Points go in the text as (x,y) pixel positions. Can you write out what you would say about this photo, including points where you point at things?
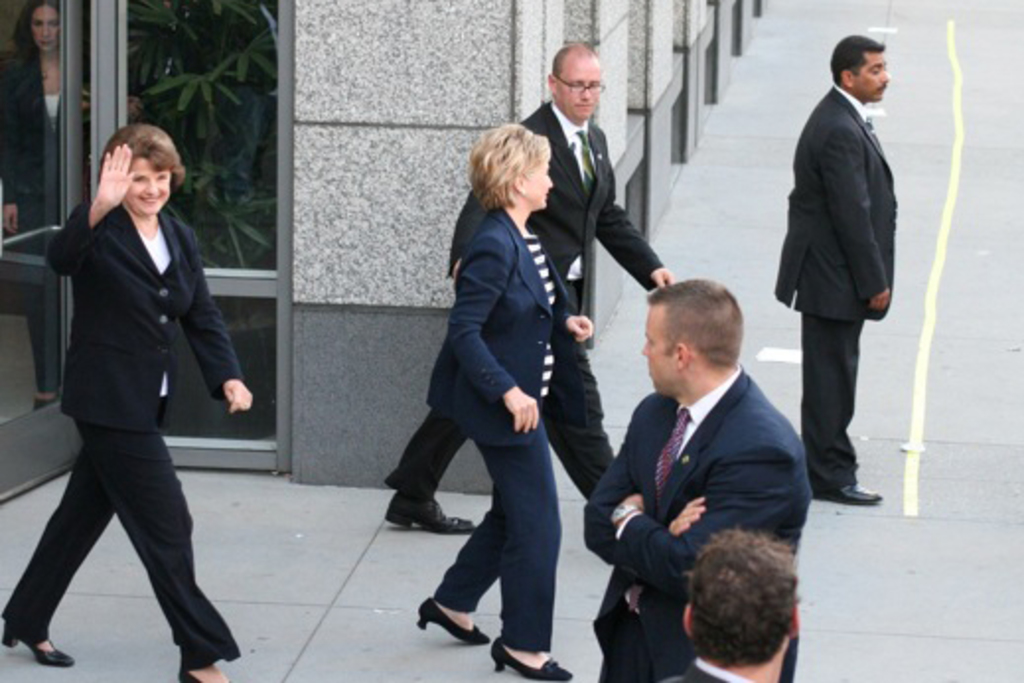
There is a group of people (455,383) present at the bottom of this image (741,463). We can see a wall (445,128) and a glass door (115,79) in the background (273,130).
